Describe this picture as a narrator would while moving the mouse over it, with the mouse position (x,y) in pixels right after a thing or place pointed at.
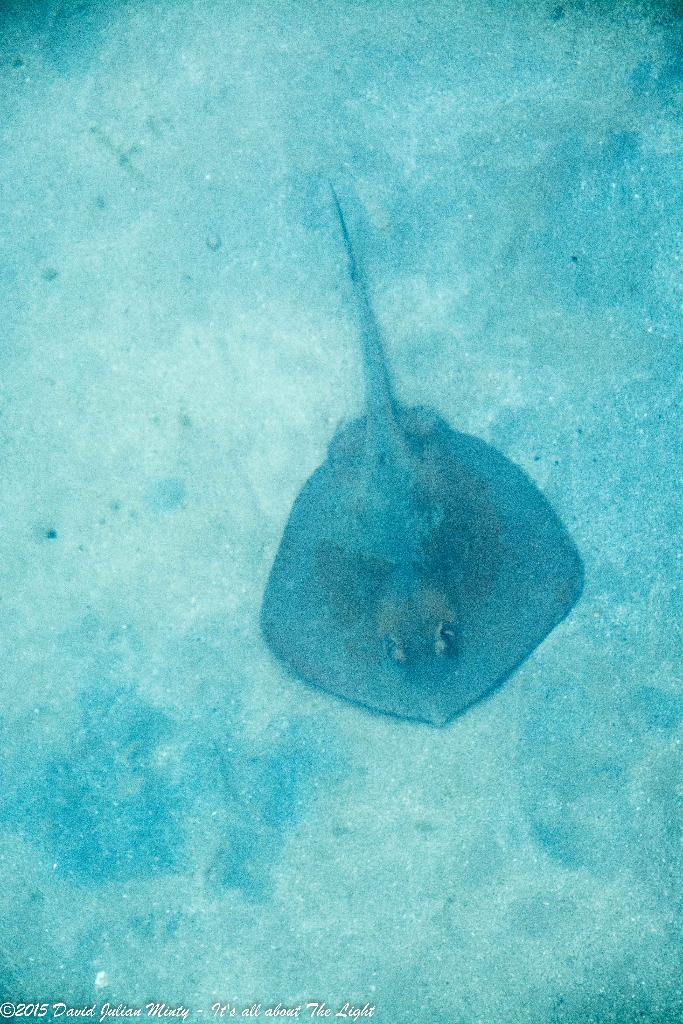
Here in this picture we can see a whip-ray (330,472) present on the ground (238,749) underwater.
